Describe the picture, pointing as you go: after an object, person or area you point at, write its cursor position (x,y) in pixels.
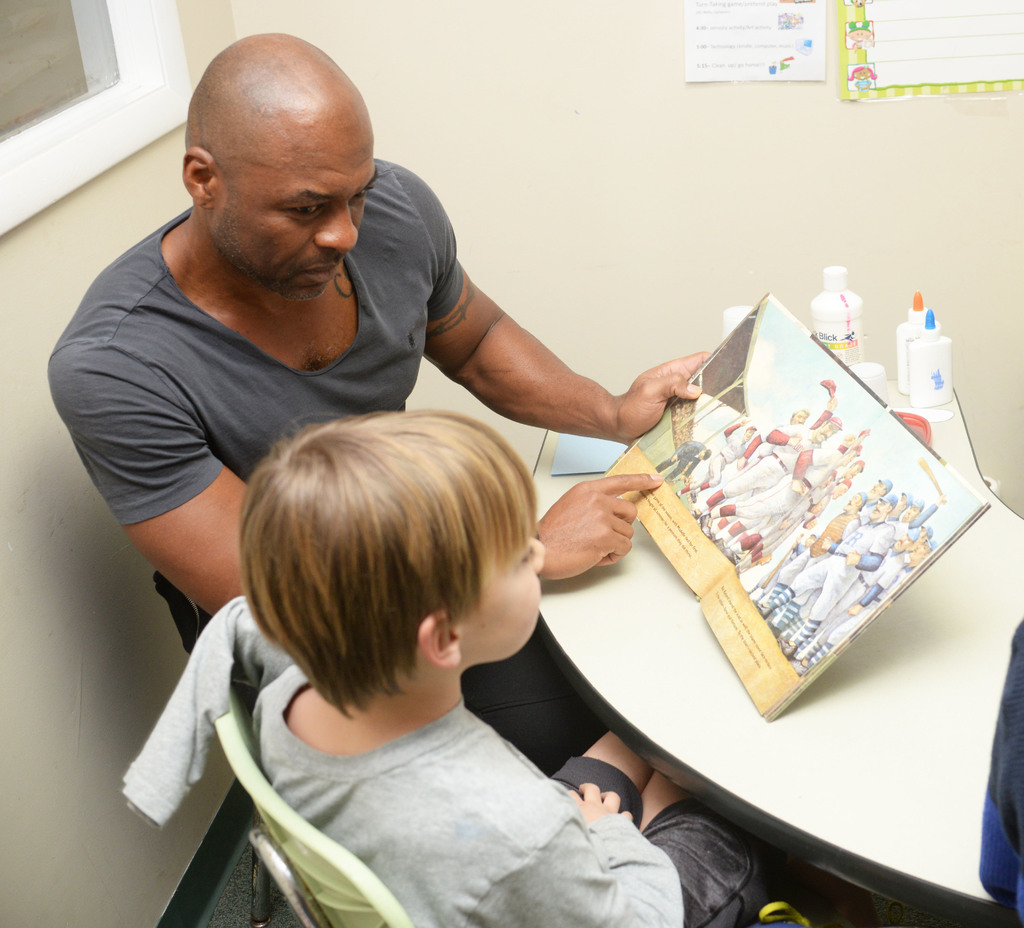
As we can see in the image there is a wall (544,105), paper (910,27), two people (318,597) sitting on chairs (328,904) and there is a table (862,783) over here. On table (945,773) there is a book (773,608) and bottle (837,329).
